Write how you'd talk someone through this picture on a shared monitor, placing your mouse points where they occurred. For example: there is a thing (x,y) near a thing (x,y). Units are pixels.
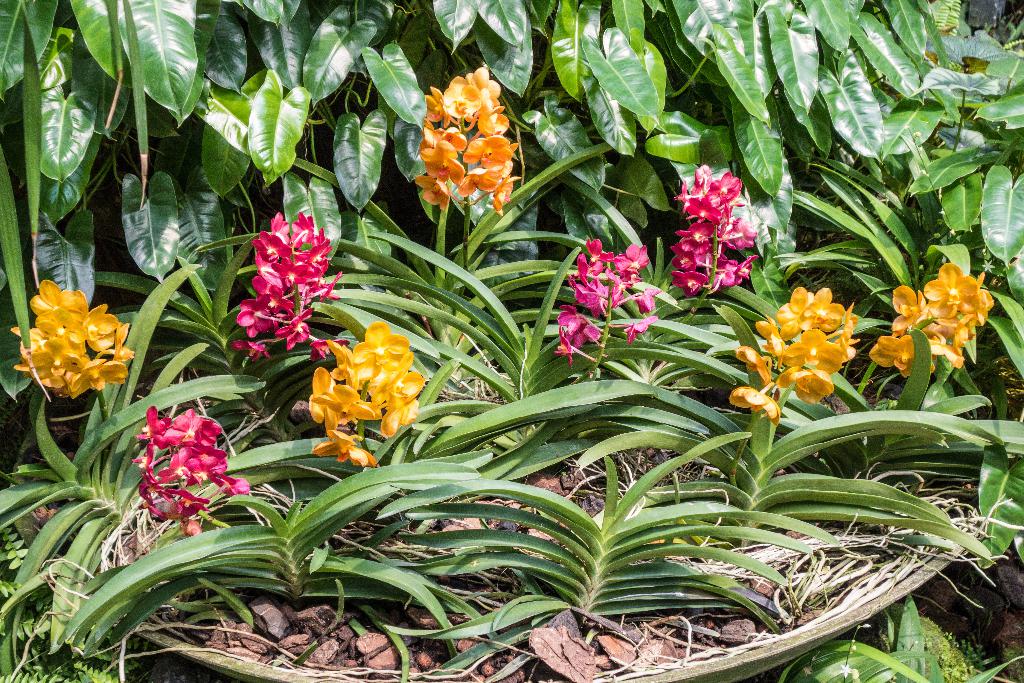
In this image I can see a basket (833,620) in which there are yellow and pink flower plants (266,498). There are leaves (404,82) at the back (868,100).
